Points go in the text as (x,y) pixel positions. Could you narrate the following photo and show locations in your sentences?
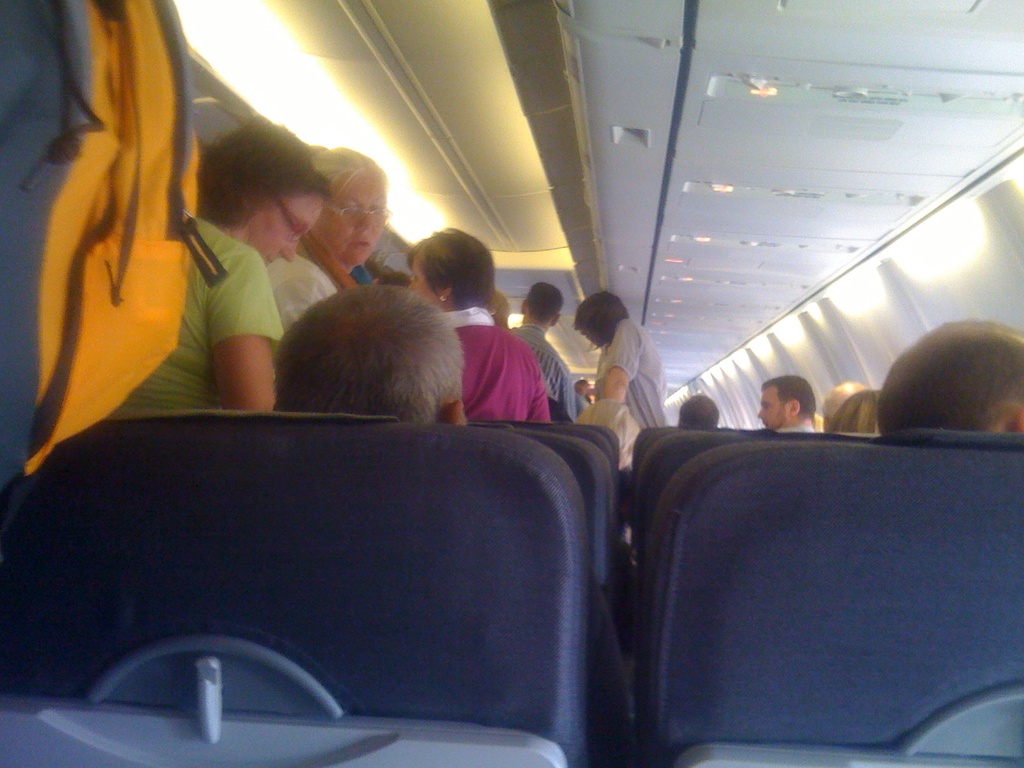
In this image I can see the interior of the vehicle (565,277) in which I can see few seats (666,541), few persons (997,421) sitting in the seats (819,452), few persons (510,338) standing, the ceiling (604,100) and few lights (301,71) to the ceiling (446,221).
